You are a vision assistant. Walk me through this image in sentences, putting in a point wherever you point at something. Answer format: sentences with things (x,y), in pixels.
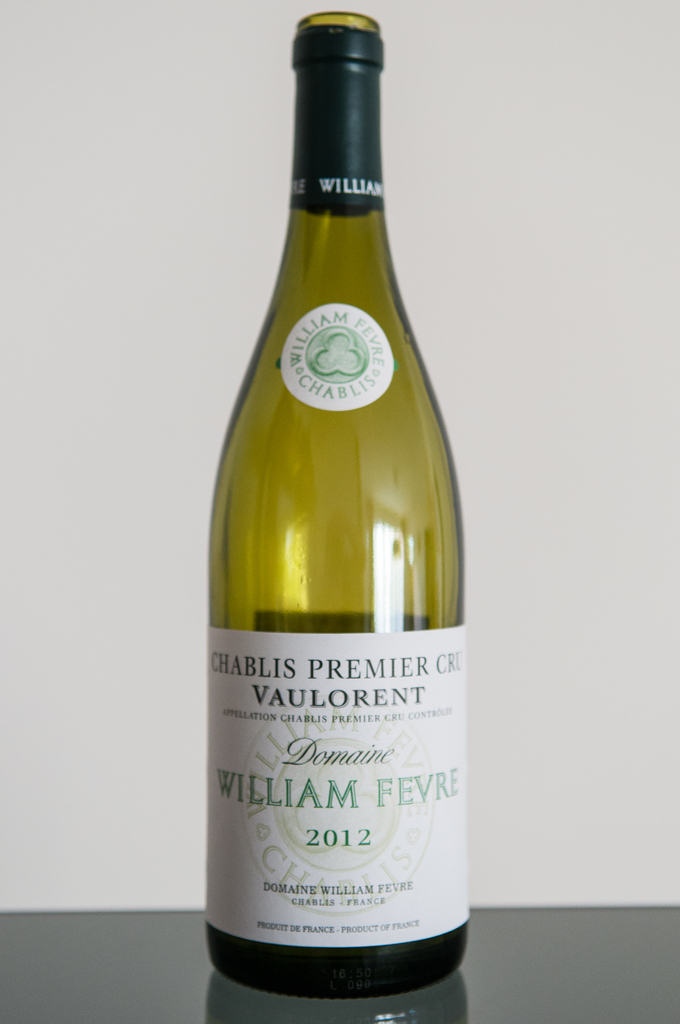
In the image there is a green color wine bottle (353,618) on table (137,966). it was written william fevre on it. And the background (80,319) is white color.
